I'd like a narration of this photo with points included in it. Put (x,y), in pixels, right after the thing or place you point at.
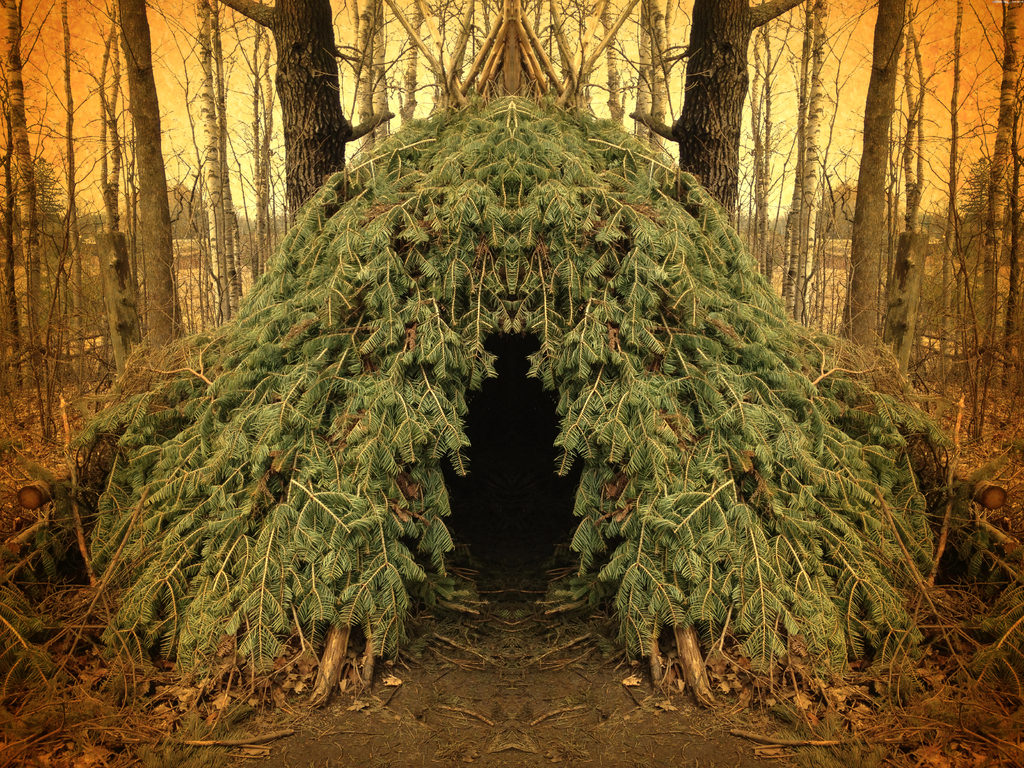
In this image, It looks like a hut (619,333), which is made of branches (397,474) and leaves (691,355). In the background (893,157), there are trees (703,96) and the sky (859,114).
